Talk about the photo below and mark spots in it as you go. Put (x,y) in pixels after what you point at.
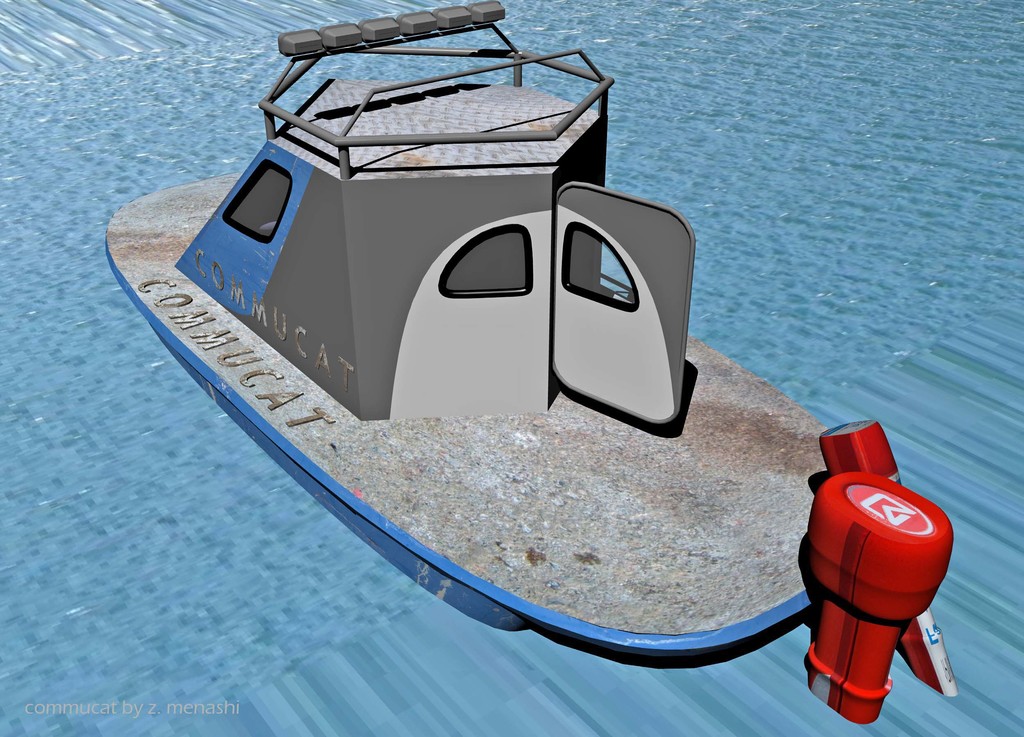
This is an animated picture of a boat (344,446) and water (131,619). There is a watermark (127,704) on the left corner (101,707). On the boat (379,317) there are windows (526,253) and door (599,251). There is a motor (879,516) in red color.
